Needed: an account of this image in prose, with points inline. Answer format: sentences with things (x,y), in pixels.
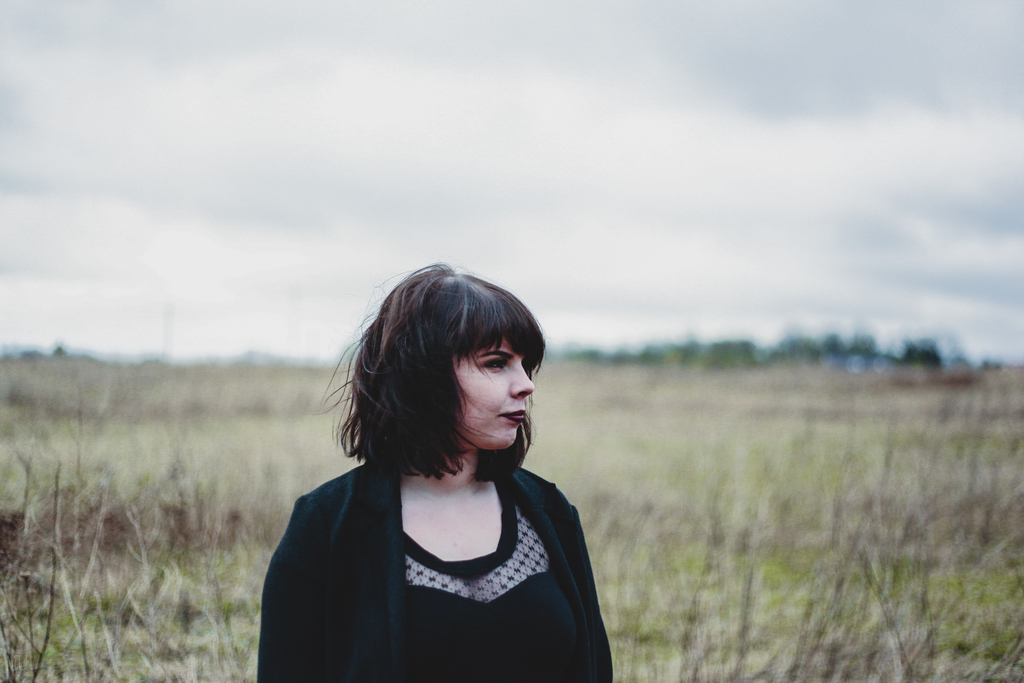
In the center of the image (396,336) we can see a person (435,572) standing and she is in a different costume (381,564). In the background (999,480), we can see it is blurred.
